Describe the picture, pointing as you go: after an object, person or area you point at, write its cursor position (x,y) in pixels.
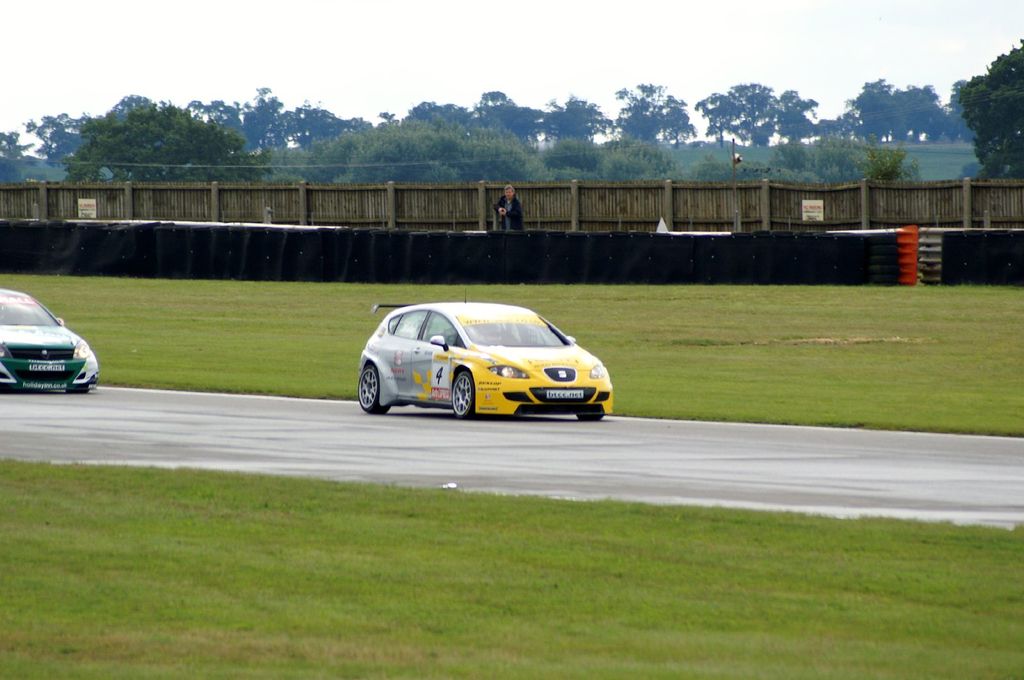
In this picture we can see grass (624,575) at the bottom (396,613), there are two cars (387,396) traveling on the road (494,420), in the background (608,209) we can see fencing (650,206) and trees (584,130), there is a person (517,208) standing in the middle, we can see the sky (451,52) at the top of the picture (431,39).
